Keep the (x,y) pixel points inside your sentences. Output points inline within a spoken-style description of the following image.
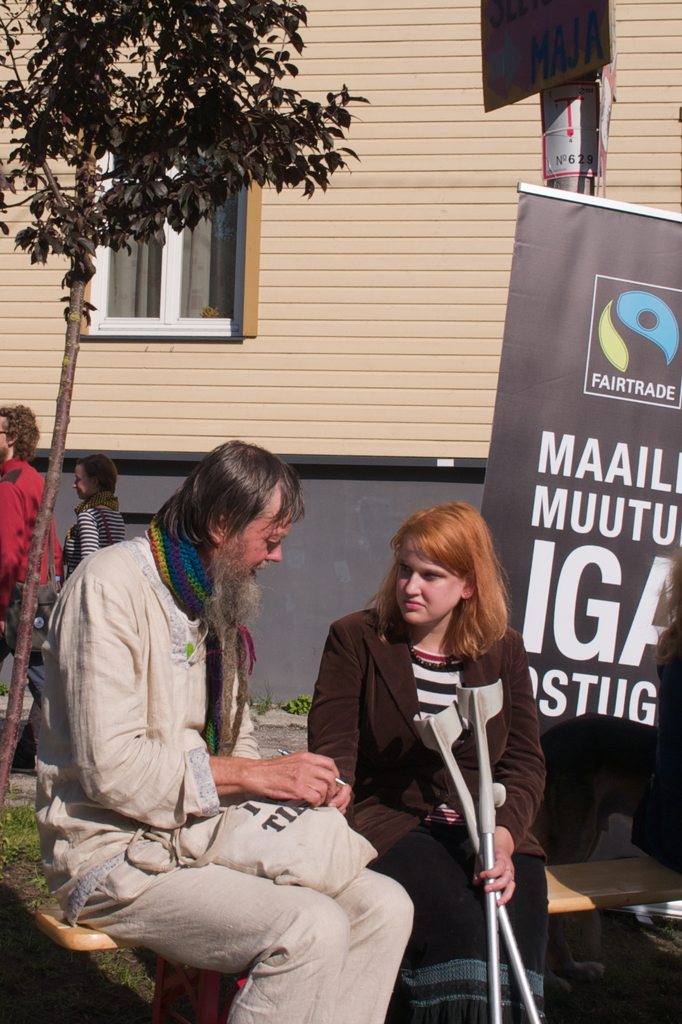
In this picture there is a man (185,947) who is sitting on the bench (244,979), beside him there is a woman (536,739) who is holding the sticks (493,854). On the right (592,603) there is a banner (643,590). On the left (44,482) there are two persons (8,476) were standing near to the trees (34,538) and building (274,412). In the top left corner (206,287) there is a window (115,296) and in the top right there is an electric pole (574,176).
